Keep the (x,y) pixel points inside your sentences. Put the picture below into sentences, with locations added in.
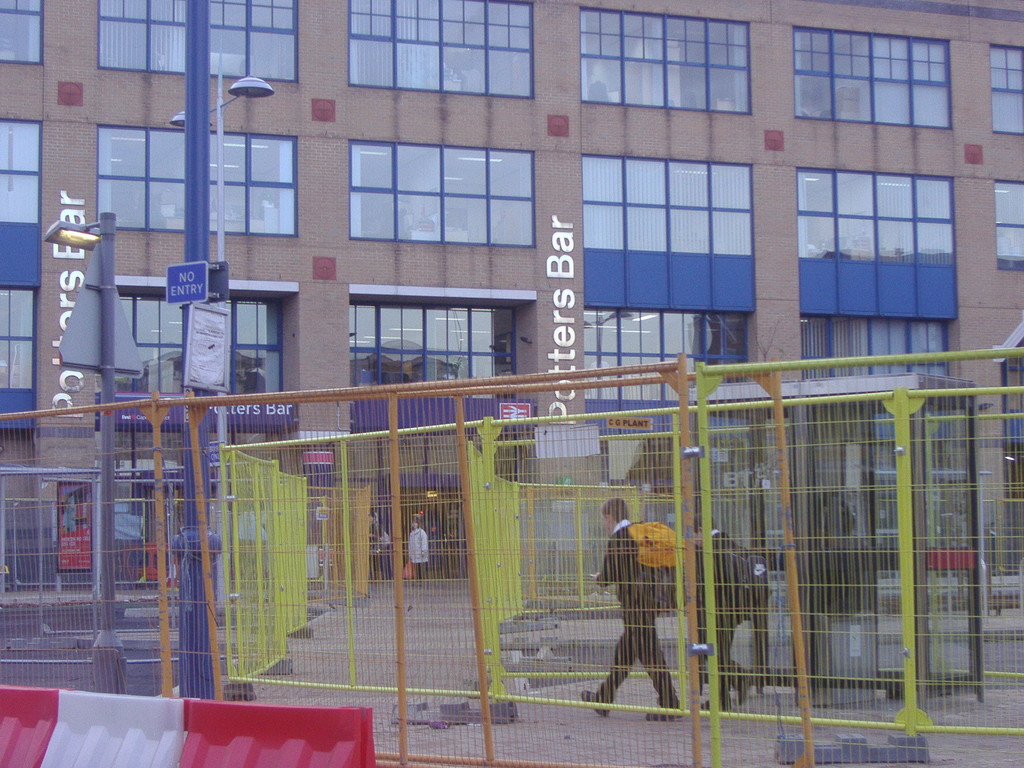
In the picture I can see a person (643,594) walking and there is a fence (692,576) on either sides of him and there is a building (428,129), pole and some other objects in the background (535,172).
